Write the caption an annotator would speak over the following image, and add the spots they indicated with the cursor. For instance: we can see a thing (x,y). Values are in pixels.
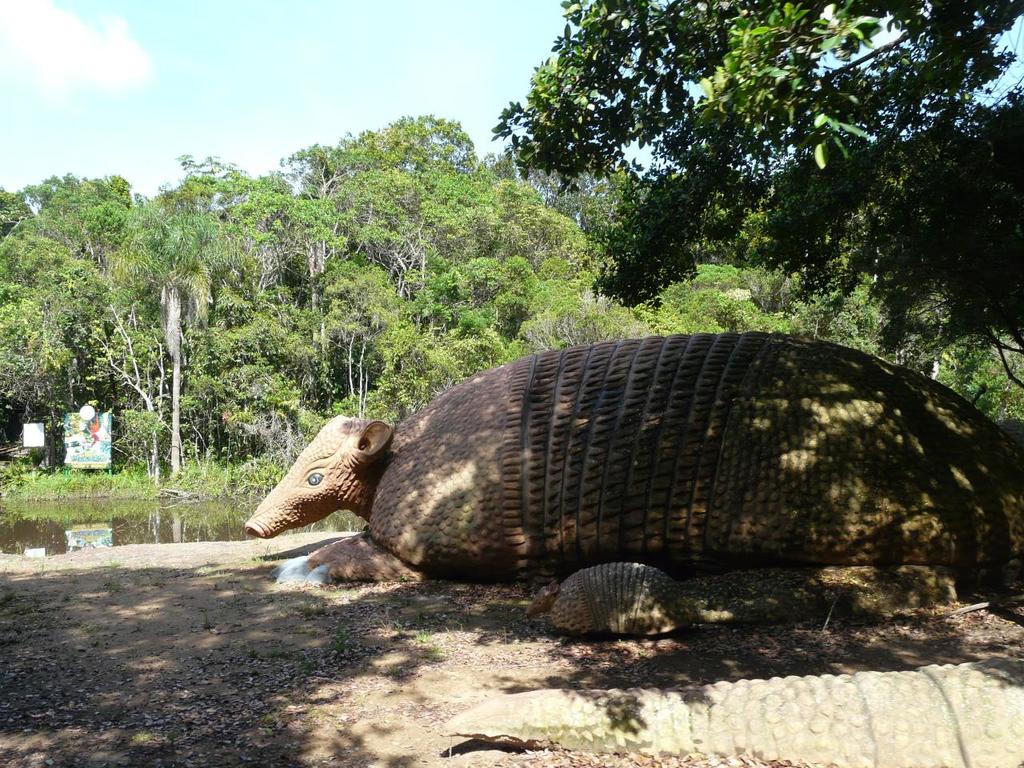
At the bottom of the picture (648,712), we see the tail (583,704) of the armadillo (623,693). Beside that, we see an animal (598,536). It might be a statue (527,487). Behind that, we see water (107,524) in the pond (116,521). In the background (77,461), we see a board (104,449). There are trees (233,341) in the background (416,222). At the top of the picture (236,90), we see the sky (213,50). This picture might be clicked in a zoo (471,505).
